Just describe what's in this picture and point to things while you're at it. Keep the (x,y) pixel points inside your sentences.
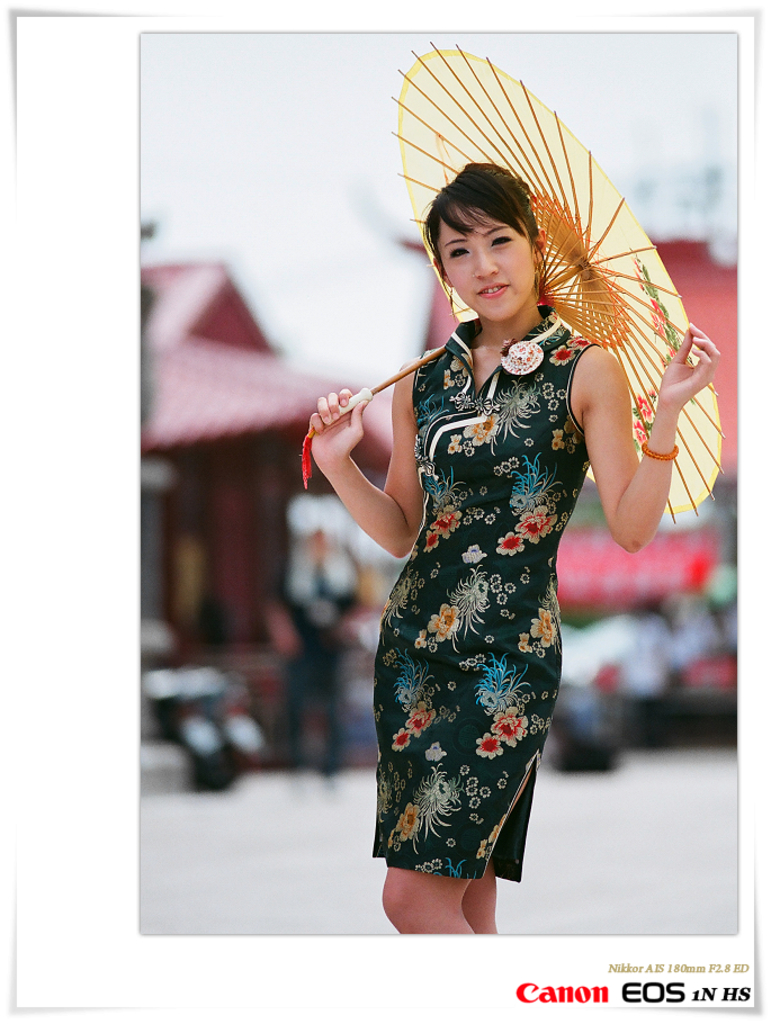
In this image we can see a woman (412,509) holding an umbrella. There is a blur background (321,357). We can see a person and a house (146,473). At the bottom of the image (671,968) we can see something is written on it.
